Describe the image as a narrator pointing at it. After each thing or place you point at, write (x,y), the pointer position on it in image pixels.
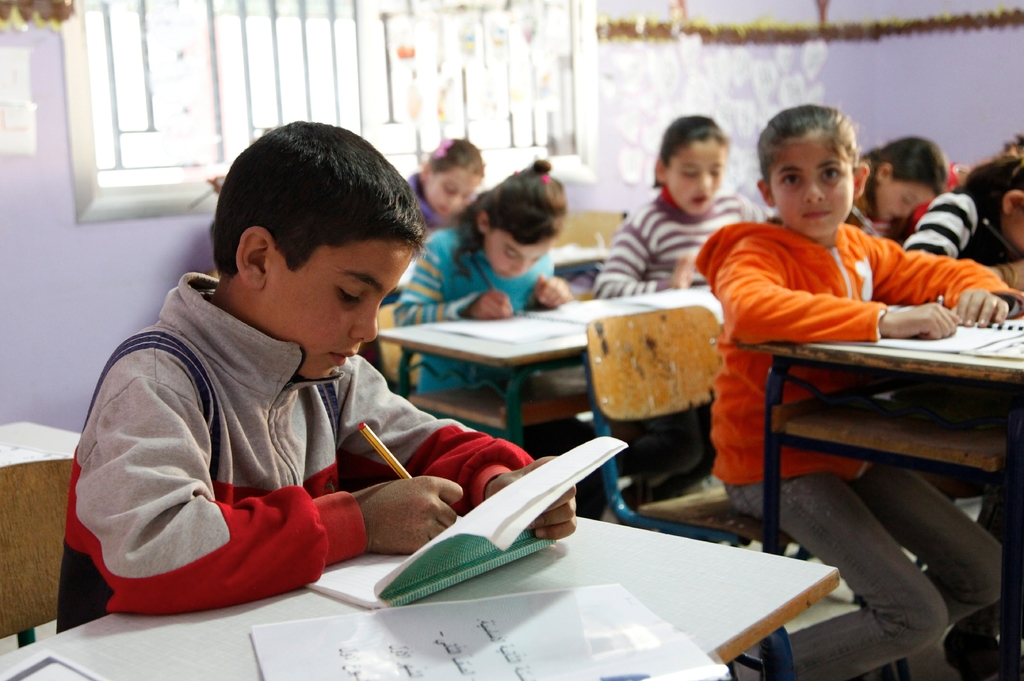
In this image, group of people (875,467) are sat on the chairs (624,371). We can see so many benches (532,360), few items (420,633) are placed on it. Few are writing something on their books (468,541). And background (877,72), we can see wall (162,227) and window (332,73).
